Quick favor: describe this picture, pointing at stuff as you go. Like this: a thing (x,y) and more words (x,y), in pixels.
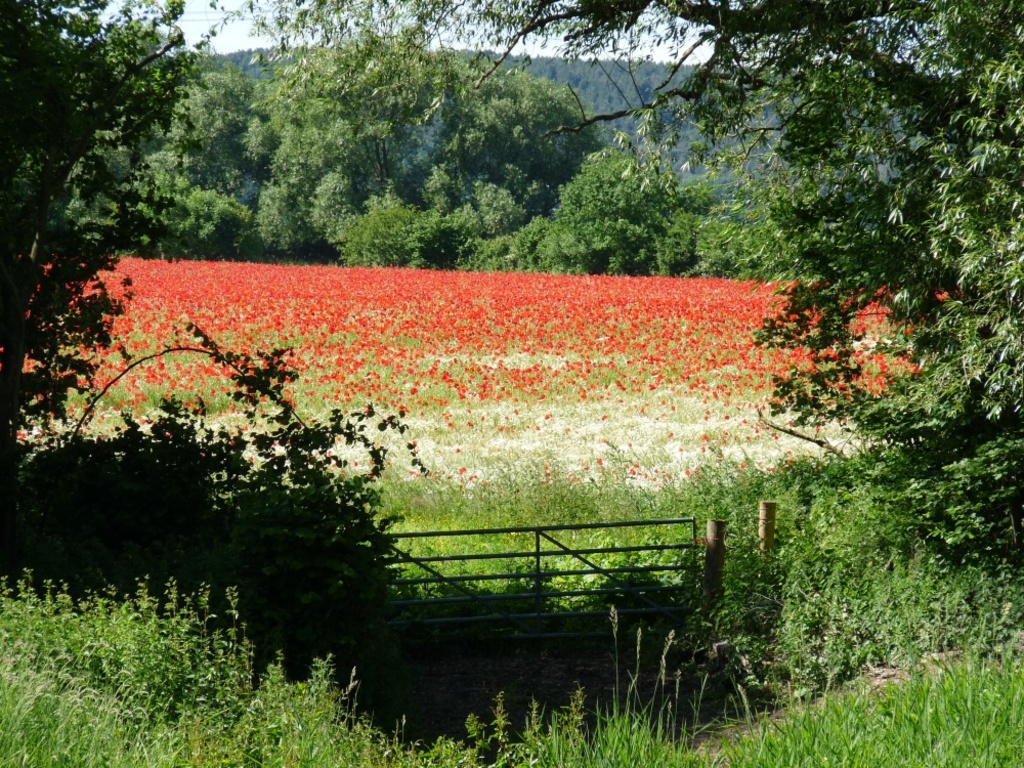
On the right side (899,225) there are trees (968,503), grasses (912,684) and plants (813,563). There is a gate (561,555) with poles (710,560). On the left side (87,441) there are trees (84,510). In the back (306,305) there are plants (451,342) with flowers (475,299). In the background (361,137) there are trees (374,77) and sky (243,30).
